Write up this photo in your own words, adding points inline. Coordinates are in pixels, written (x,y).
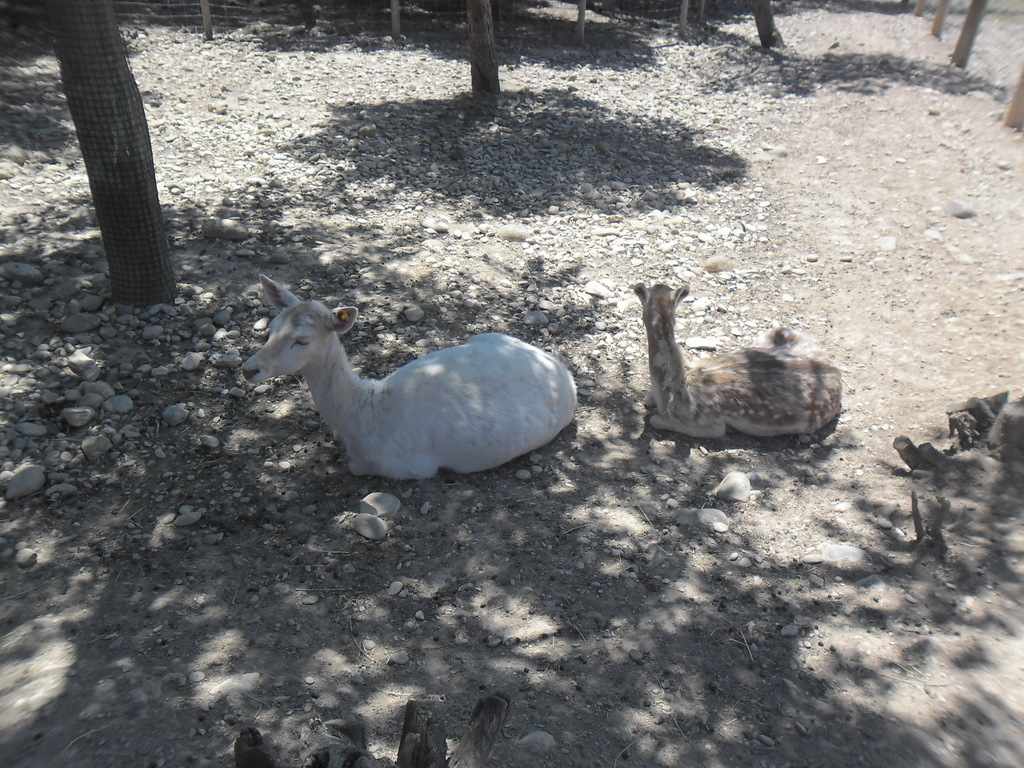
In this image I see the ground (730,133) on which there are stones (14,369) and I see the trees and I see 2 animals (466,364) over here in which this one is of white in color and this one is of brown and cream in color.
